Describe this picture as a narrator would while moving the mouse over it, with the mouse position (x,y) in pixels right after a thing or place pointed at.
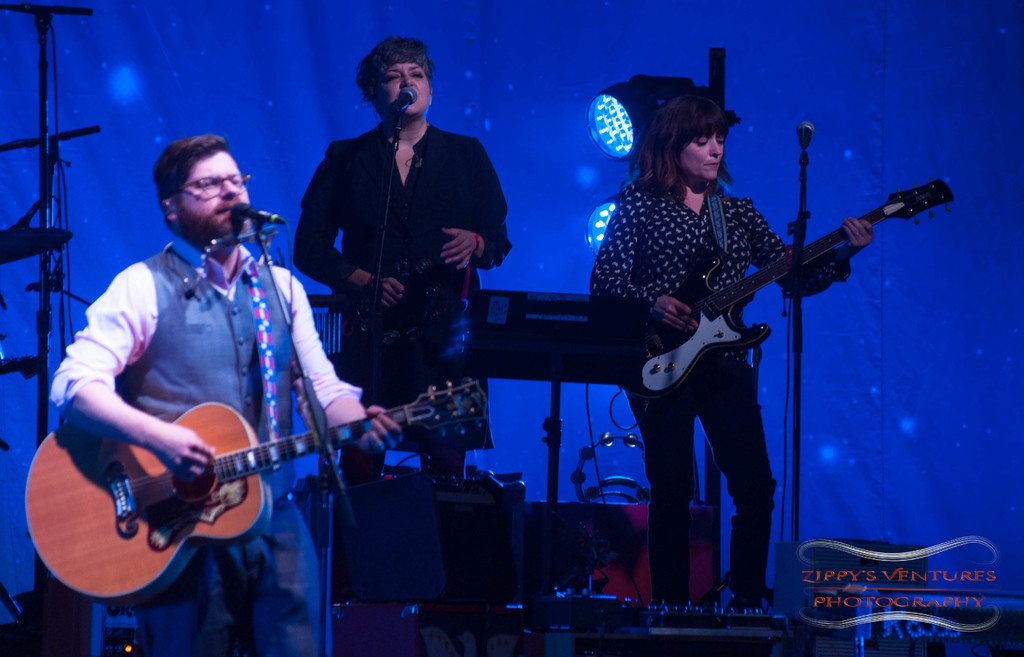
In this image there are 2 persons (287,465) standing and playing a guitar (271,459) and the back ground (460,345) there is another person (444,357) standing, piano (468,332), stand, focus lights (606,116).
